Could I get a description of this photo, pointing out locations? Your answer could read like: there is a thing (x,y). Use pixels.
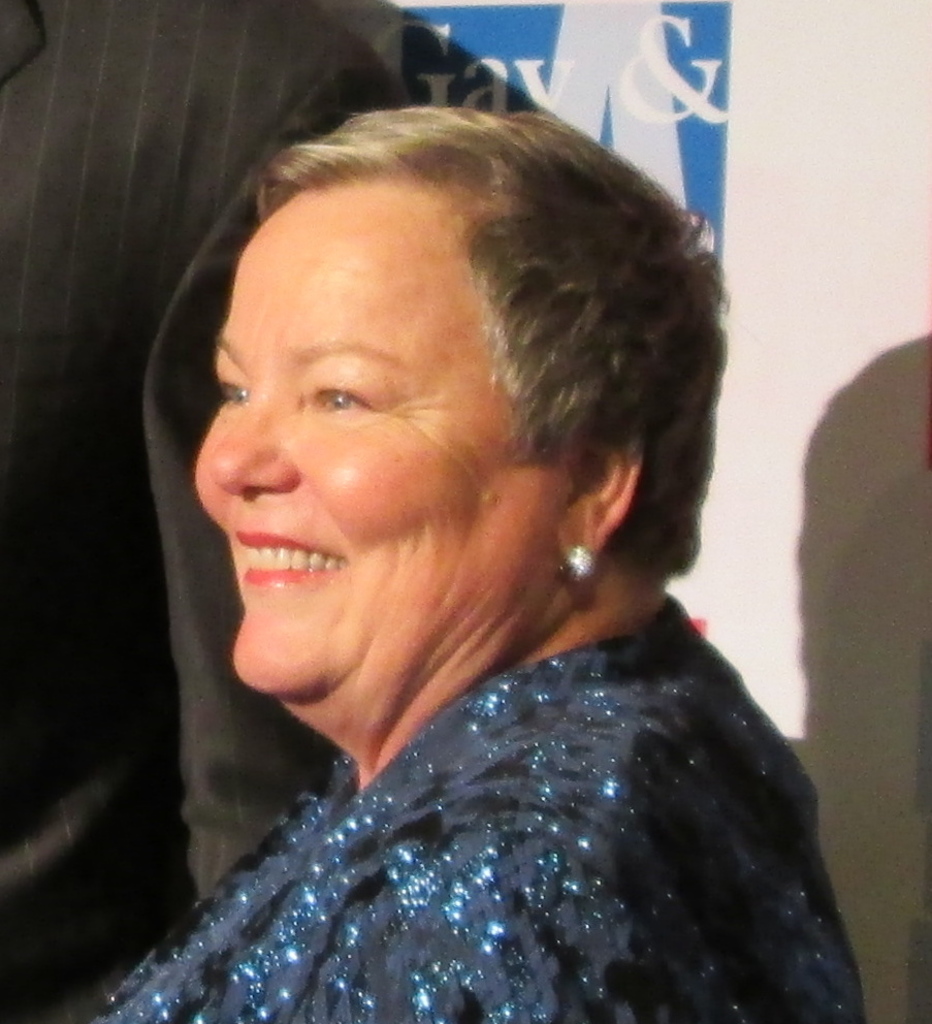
A woman (573,741) is smiling she wore dress (571,963) and also ear rings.
